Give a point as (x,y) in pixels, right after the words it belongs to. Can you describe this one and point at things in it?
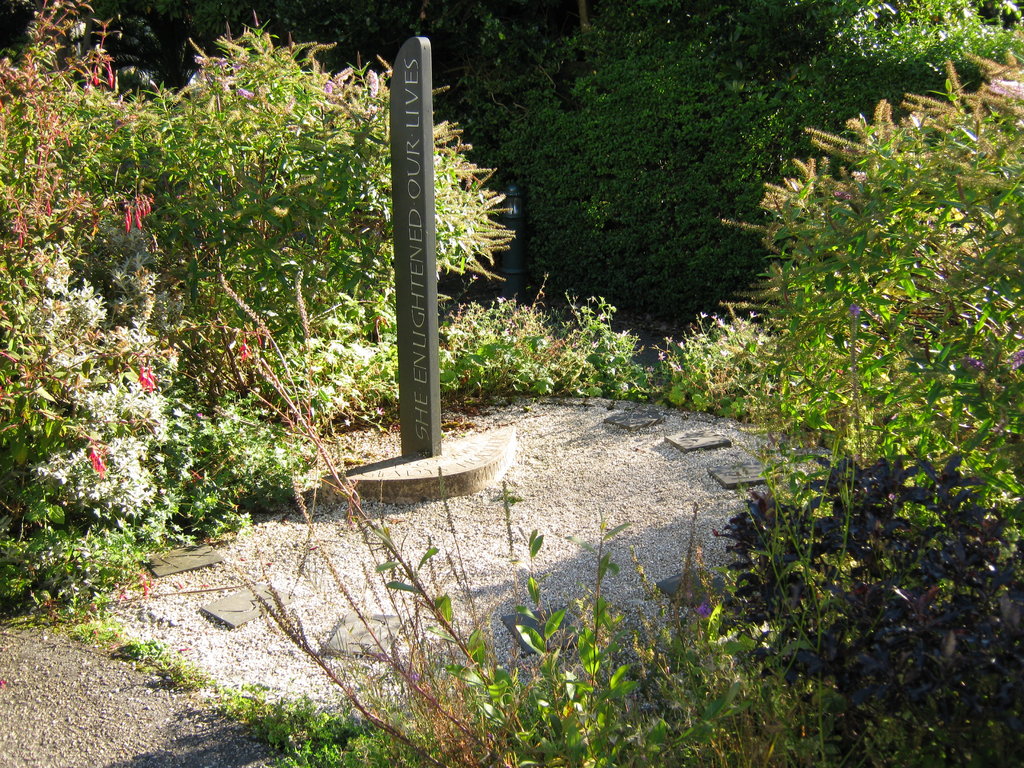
This picture might be taken from outside of the city. In this image, on the right side (958,209), we can see some trees (991,121) and plants (982,100). On the left side (310,219), we can see some tree (262,186) and plants (152,188) with flowers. In the middle of the image (434,393), we can see a pole (434,436), on which some text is written on it. In the background (725,66), we can see some trees (719,142). At the bottom (601,536), we can see a land (347,528) with some stones (329,582).
